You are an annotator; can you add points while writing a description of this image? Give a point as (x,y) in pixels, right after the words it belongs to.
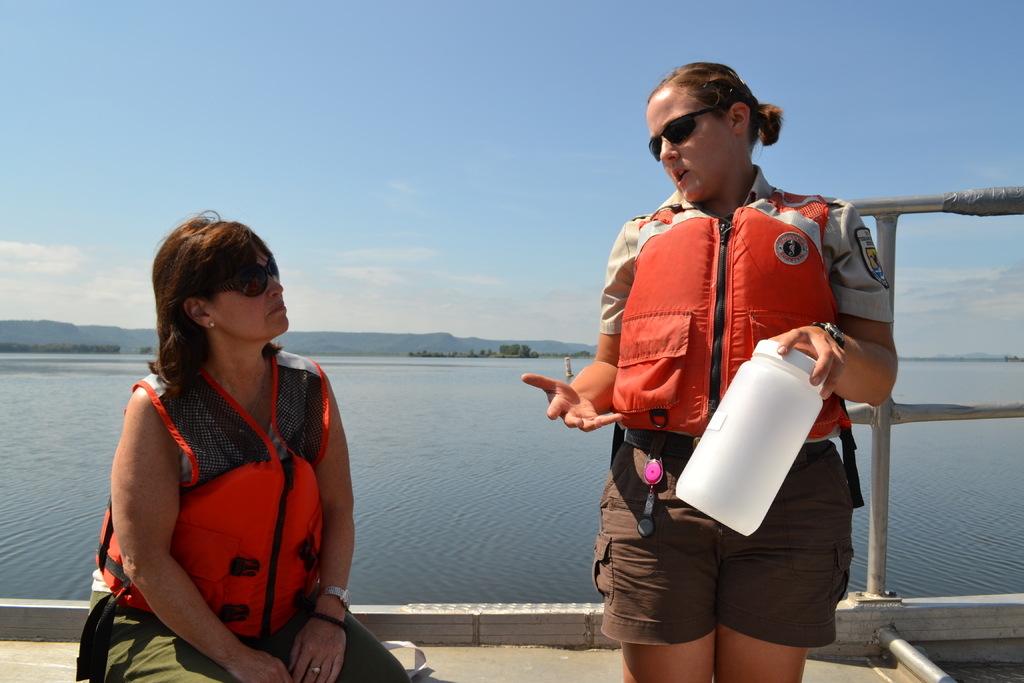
In the image there are two ladies (766,223) and they wore life jackets (662,217) and also they kept goggles (688,118). There is a lady (722,291) on the right side (830,288). She is holding a bottle (780,382) in her hand (818,376). Behind her there is railing (887,383). Behind them there is water (452,402). In the background (400,354) there are hills (358,350) and trees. At the top of the image (584,104) there is sky (130,172) with clouds (52,259).
